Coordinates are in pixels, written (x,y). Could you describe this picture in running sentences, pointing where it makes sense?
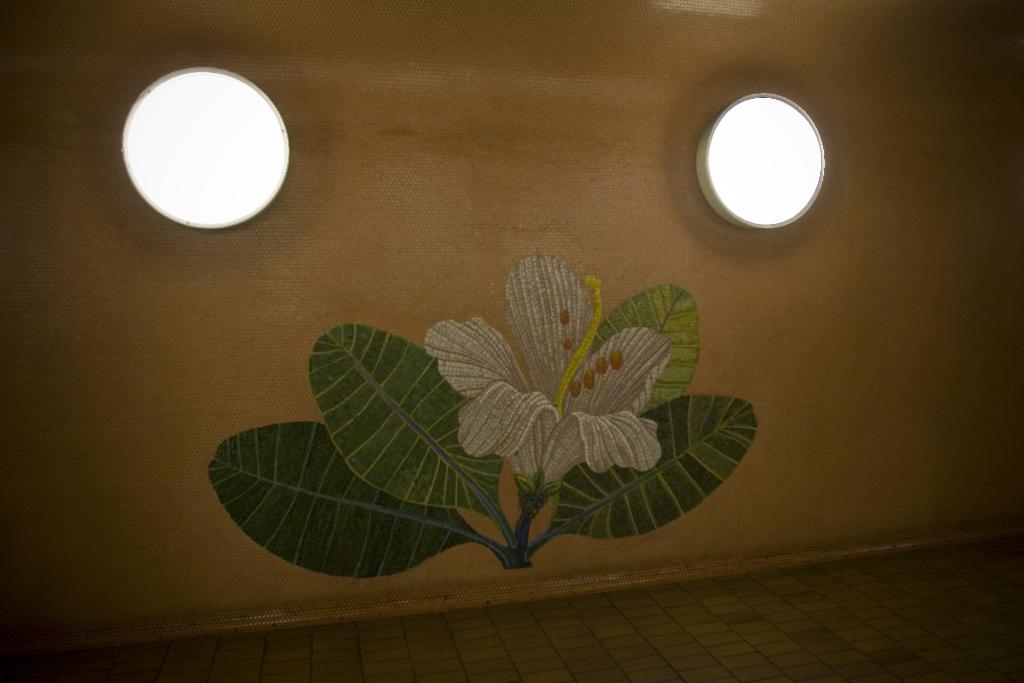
In this picture we can observe a wall (323,311) which is in brown color. We can observe a painting (522,412) on this wall (132,500). There is a flower (492,422) and leaves (675,401). We can observe two lights (231,155) fixed to this wall (417,146).
